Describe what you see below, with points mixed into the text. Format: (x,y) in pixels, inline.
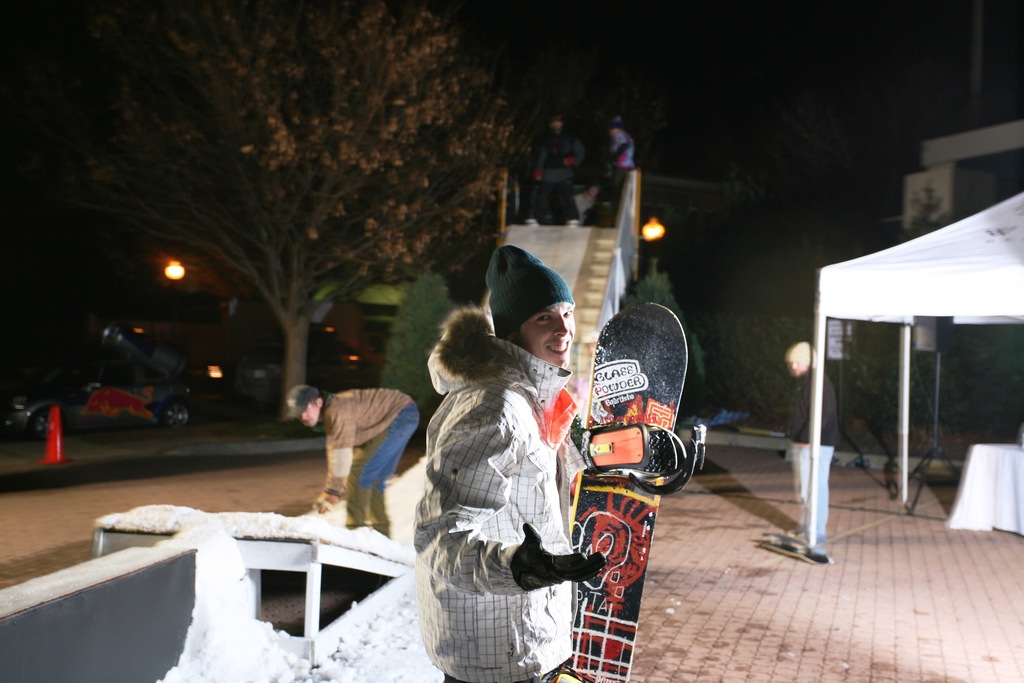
In this Image I see a man (537,367) who is standing and smiling and holding a snowboard (582,680) in his hand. In the background (383,418) I see few people (362,415) on the path (856,583) and I see the snow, cars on the road (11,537), trees (403,358) and the light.
